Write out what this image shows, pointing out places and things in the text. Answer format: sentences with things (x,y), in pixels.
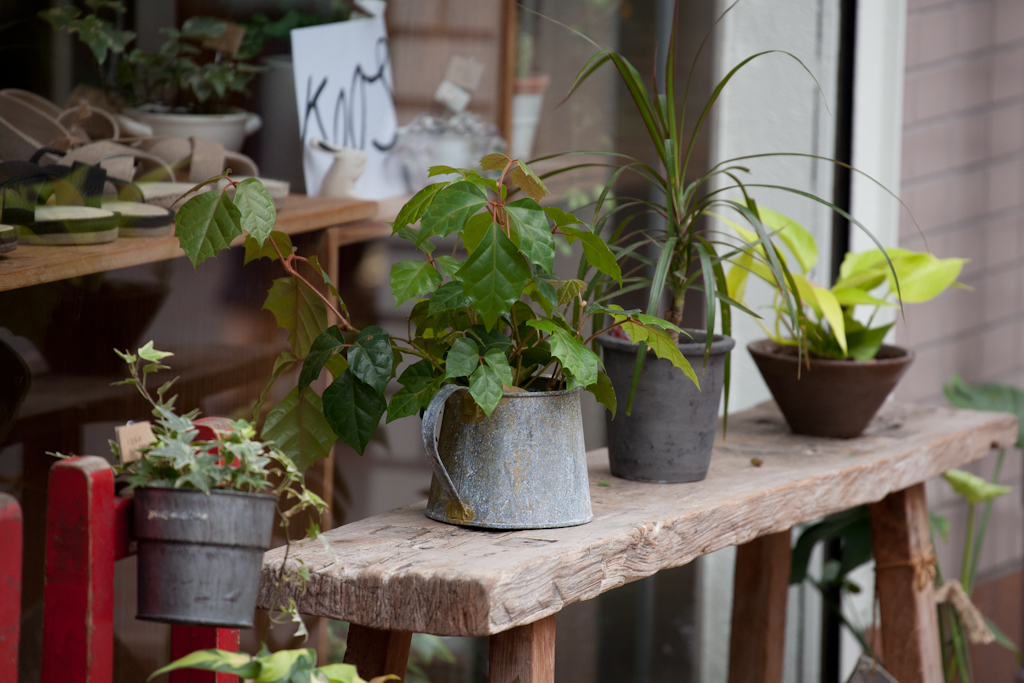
I can see three small flower pots (661,407) placed on the wooden bench (718,499). And I can see another flower pot (163,490) hanging to the red object (100,516). At background (119,259) I can see a small table (315,207) where some objects (183,112) are placed on it.
